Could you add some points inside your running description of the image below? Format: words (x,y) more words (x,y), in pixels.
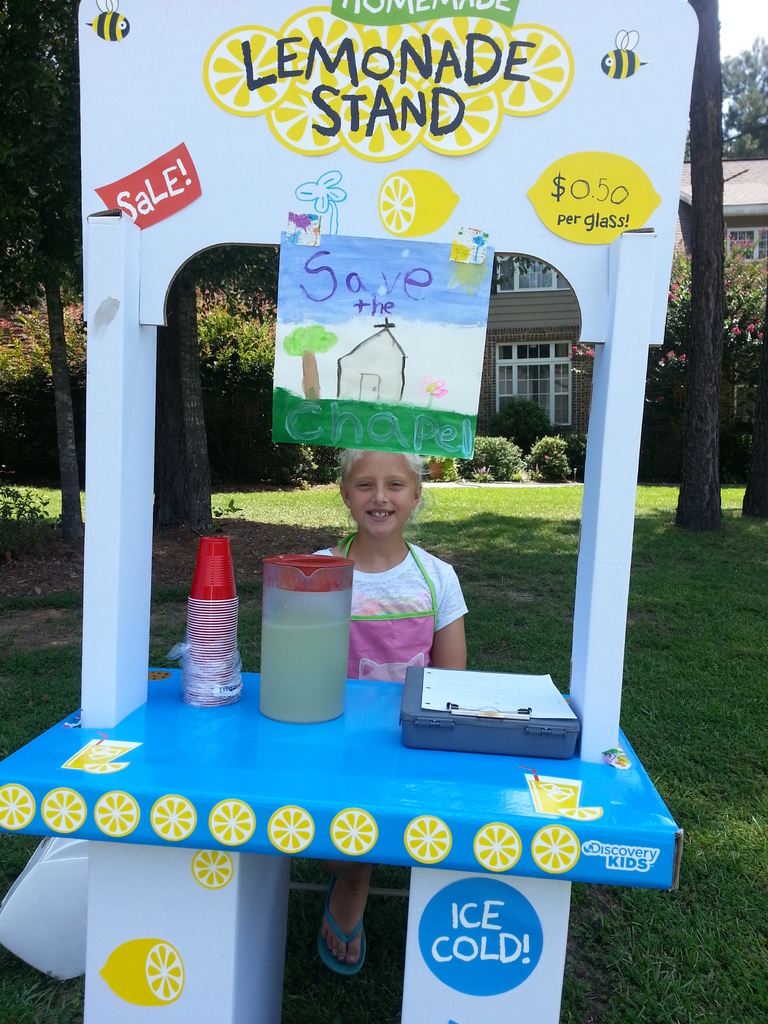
In this image we can see a person (391,546) near the stall (246,155), a poster (399,357) attached to the stall (180,139) and there are few glasses (218,631), a jug (310,629) with juice (318,656), a box (481,735) and a paper (502,695) on the table (260,754) and there are few trees (168,396) and a building (546,340) in the background (560,344).
